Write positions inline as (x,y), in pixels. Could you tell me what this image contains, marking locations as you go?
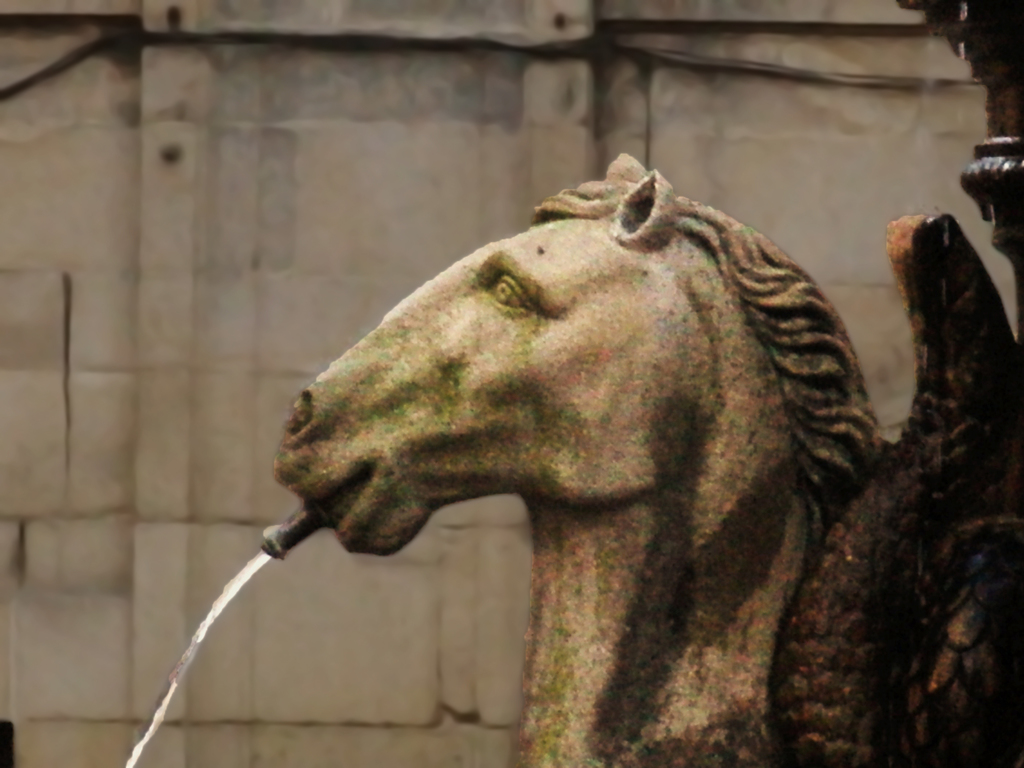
In the foreground (564,279) I can see a horse statue (706,552) and a fountain (222,607). In the background (194,479) I can see a building wall (277,267). This image is taken may be during a day.
